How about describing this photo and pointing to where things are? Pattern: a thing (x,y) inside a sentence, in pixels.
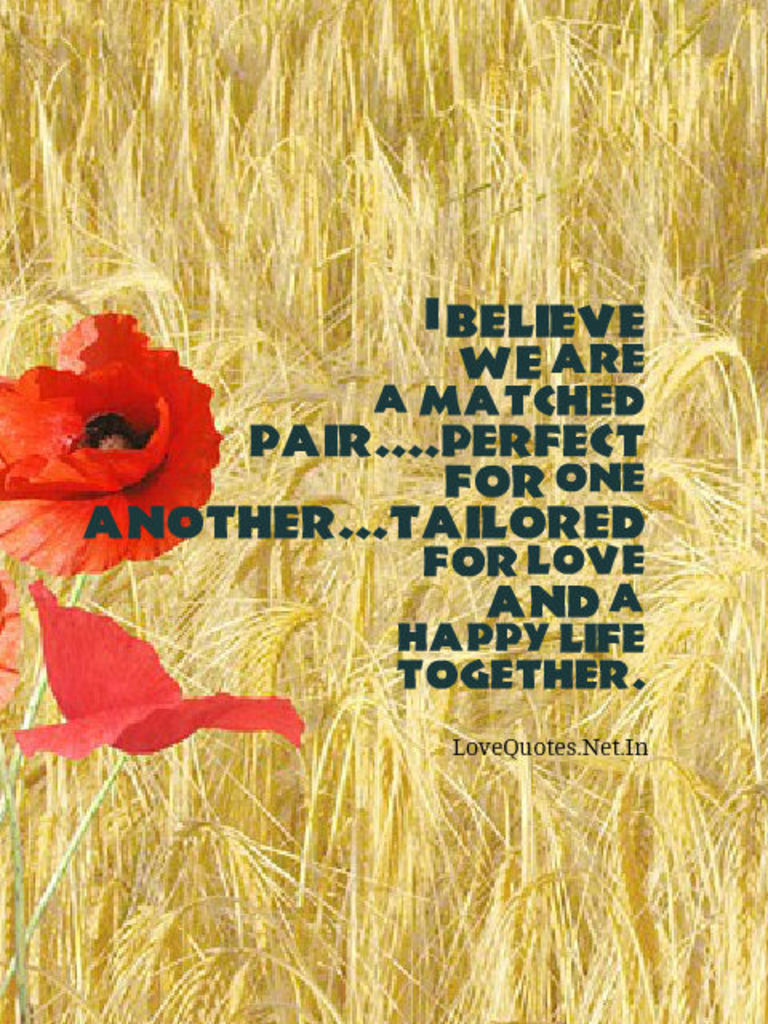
In this picture we can see a poster (509,934), in this poster (509,934) we can see some plants (353,512) in the background (453,189), on the left side (97,560) there are two flowers (77,632), we can see some text (573,436) in the middle (367,450).
